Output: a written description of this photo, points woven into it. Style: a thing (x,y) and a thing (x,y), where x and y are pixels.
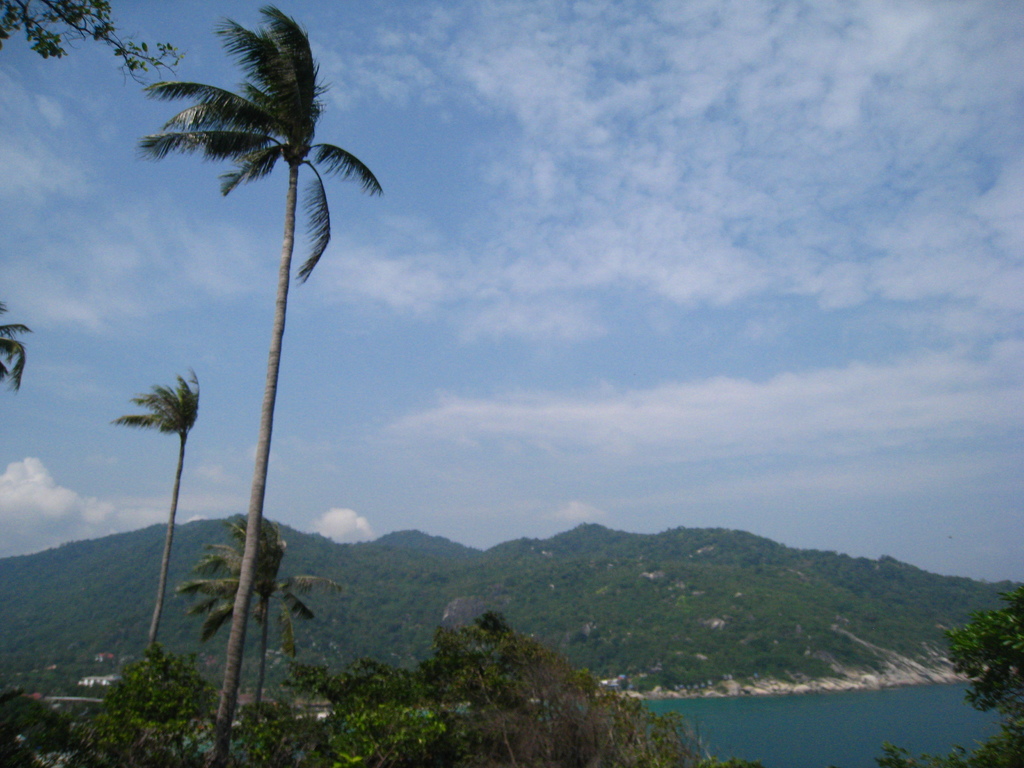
In the background (349,394) we can see the clouds (675,397) in the sky (703,406). We can see the hills (712,577) and the thicket (801,584). In this picture we can see the water (766,705) and the trees (48,683).
